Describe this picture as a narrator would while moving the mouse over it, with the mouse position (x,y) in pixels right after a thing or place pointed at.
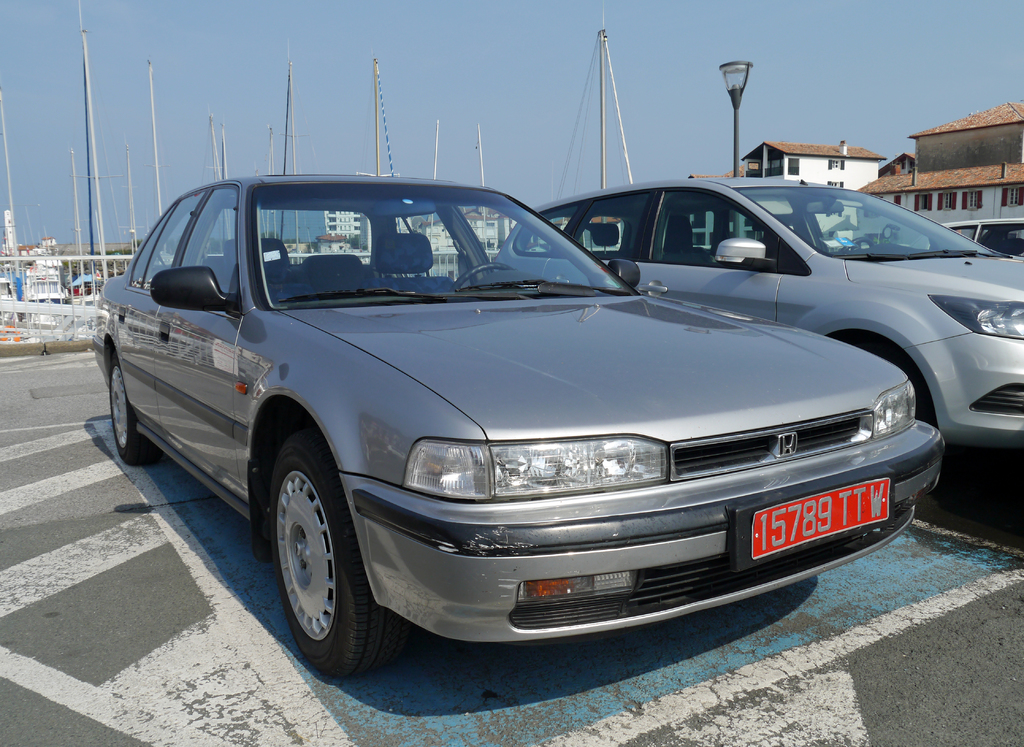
In this picture we can see cars (504,570) on the road (75,500), poles (73,166), buildings (1010,171) with windows (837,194) and in the background (392,117) we can see the sky (291,16).
